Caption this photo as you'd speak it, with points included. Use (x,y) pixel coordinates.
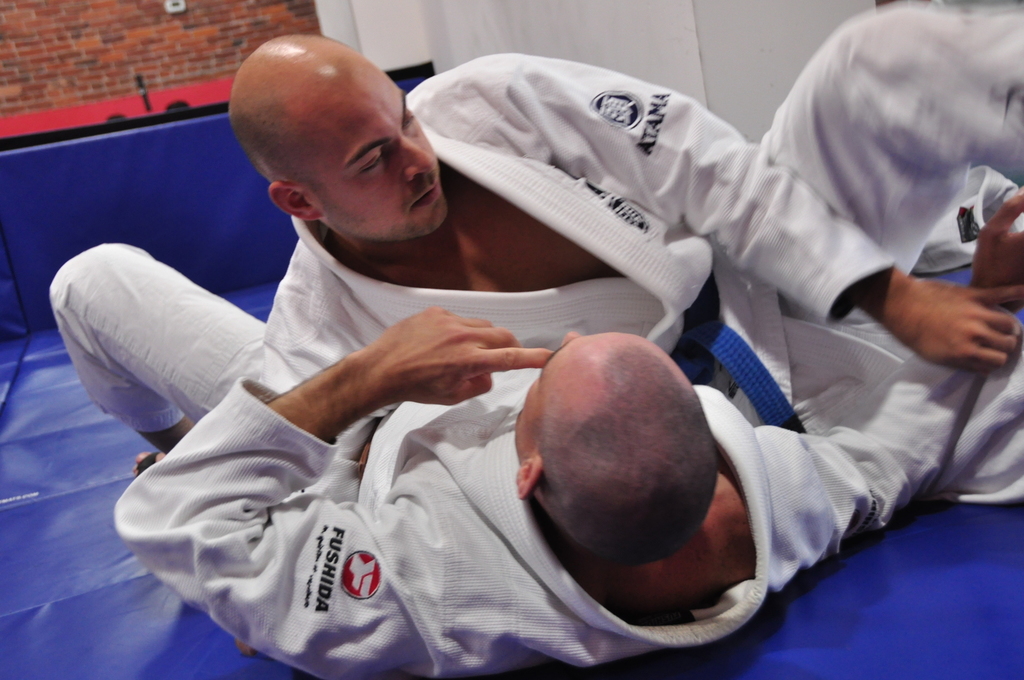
In this image we can see two persons (519,364) wearing white dresses (405,623) are lying on the blue color surface (73,491). In the background (15,11), we can see the wall (513,42) and the brick wall (196,22).
